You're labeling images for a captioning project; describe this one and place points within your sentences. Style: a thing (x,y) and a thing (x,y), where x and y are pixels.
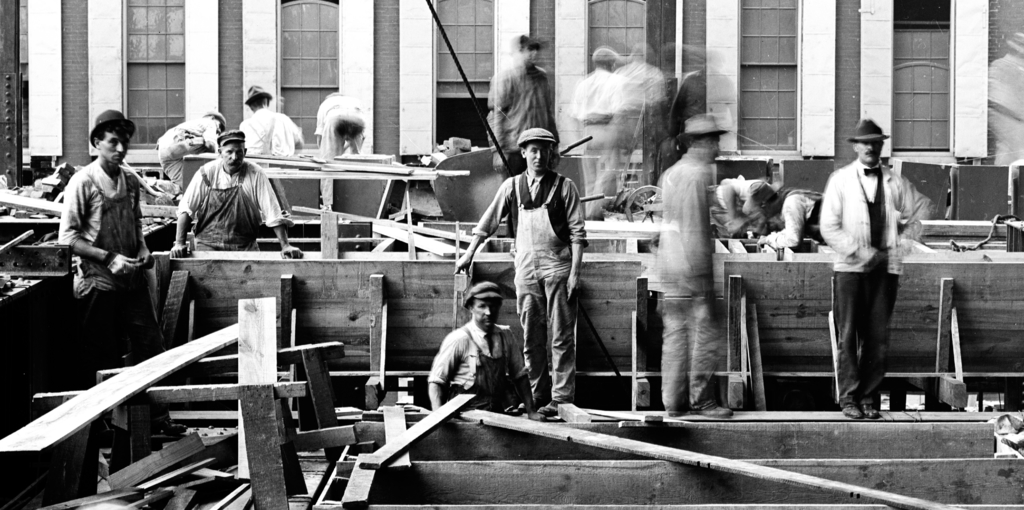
In the picture we can see black and white photograph of some men (78,269) are standing near the wooden planks (170,478) and in the background (152,66) we can see a wall (564,16) with windows (137,74) to it.
